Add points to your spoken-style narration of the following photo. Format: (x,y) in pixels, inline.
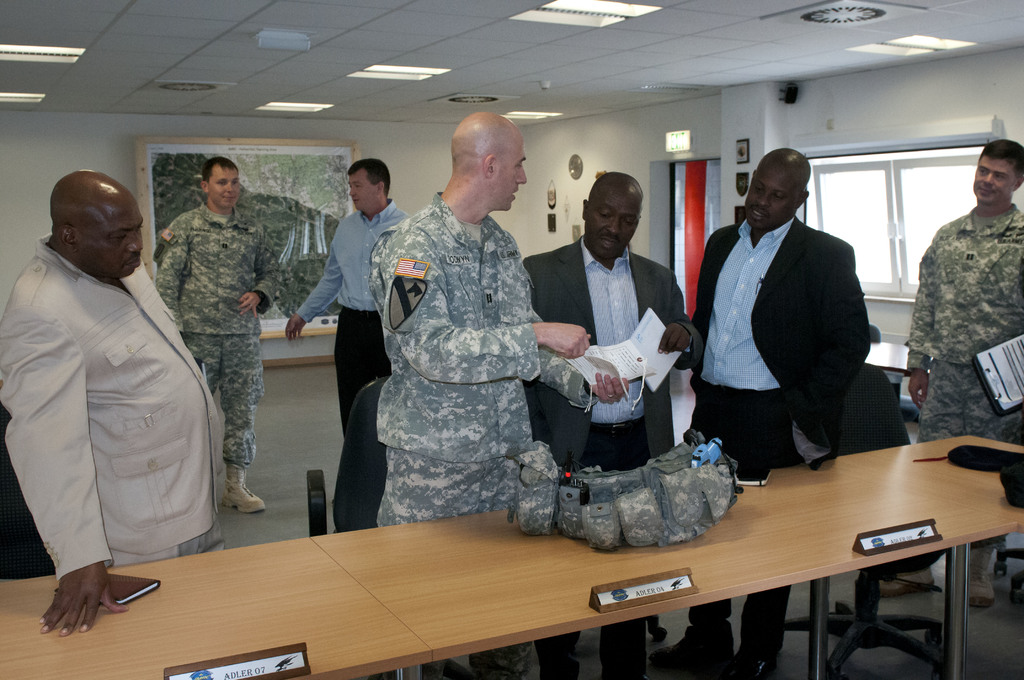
As we can see in the image there is a wall (547,166), windows (964,197), photo frame (336,150), lights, few people (395,277) here and there and tables (771,567). On table (637,546) there is a belt (632,510).
